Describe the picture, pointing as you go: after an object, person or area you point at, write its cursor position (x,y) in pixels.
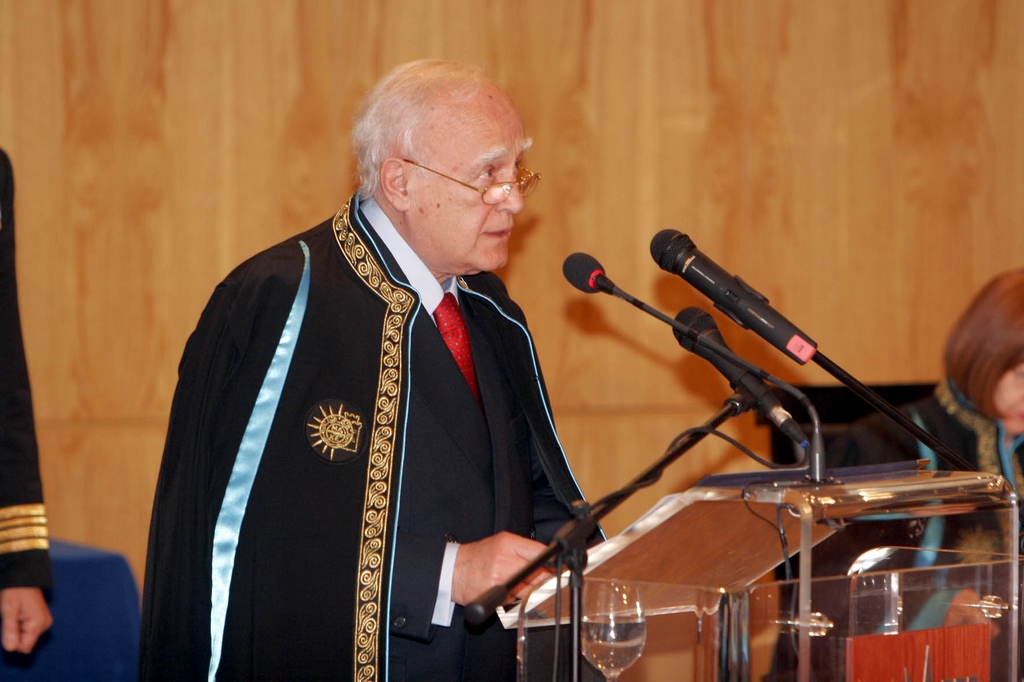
In the image there is an old man (451,170) in black dress (375,354) standing in front of dais (648,569) talking on mic (759,403) and there are two persons (955,360) visible on either side, in the background (768,172) there is wooden wall (666,150).
